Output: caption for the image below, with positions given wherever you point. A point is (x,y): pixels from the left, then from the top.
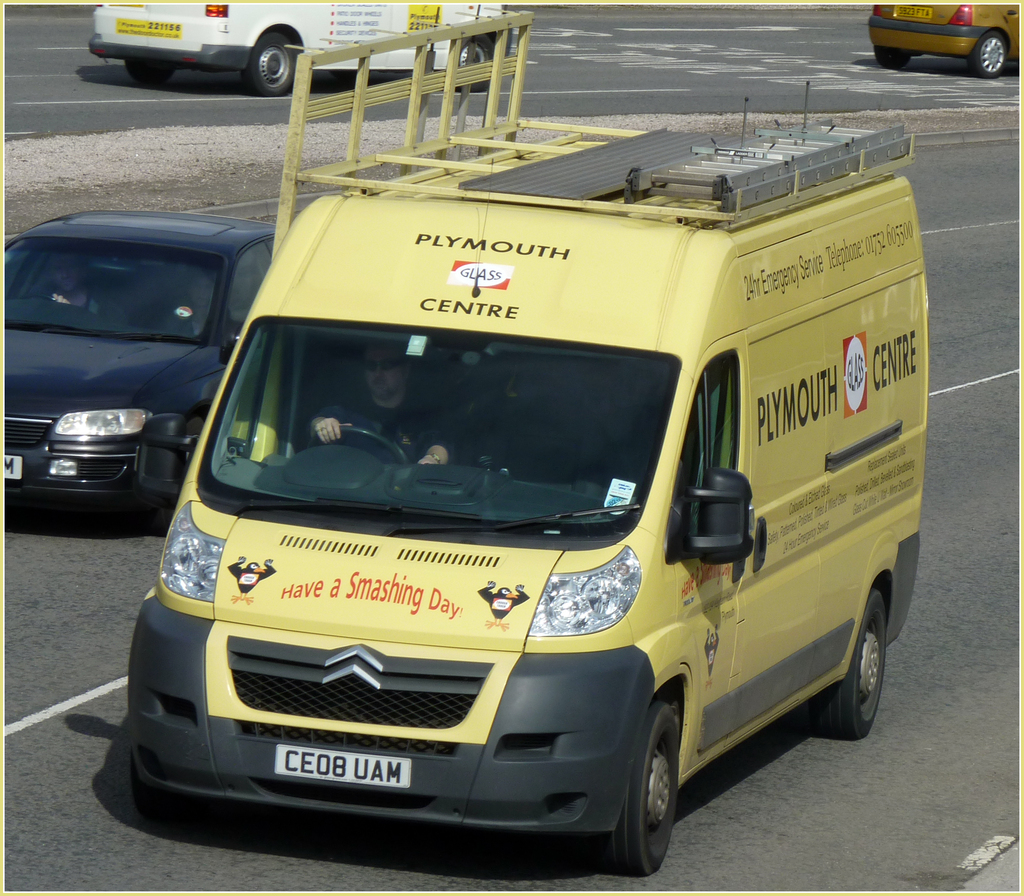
In this picture i can see vehicles (475,479) on the road (12,761). The van (440,484) in the front (591,471) is yellow in color and a person (375,445) is sitting inside the van (395,592). I can also see white lines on the road (49,688).
